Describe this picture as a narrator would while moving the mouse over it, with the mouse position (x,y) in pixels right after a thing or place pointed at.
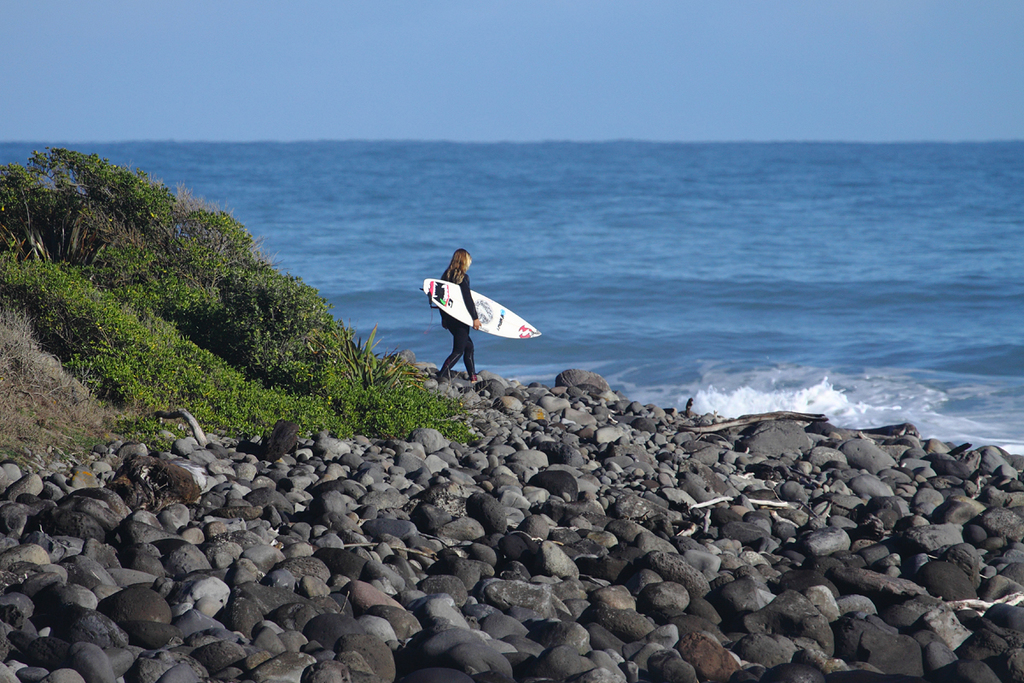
In this picture we can see water (578,204) and aside to this water (654,395) we have trees (296,328), stones (235,579) and on the ground (624,452) woman (448,271) carrying surfboard (504,312) with her and above we have sky (580,90).
